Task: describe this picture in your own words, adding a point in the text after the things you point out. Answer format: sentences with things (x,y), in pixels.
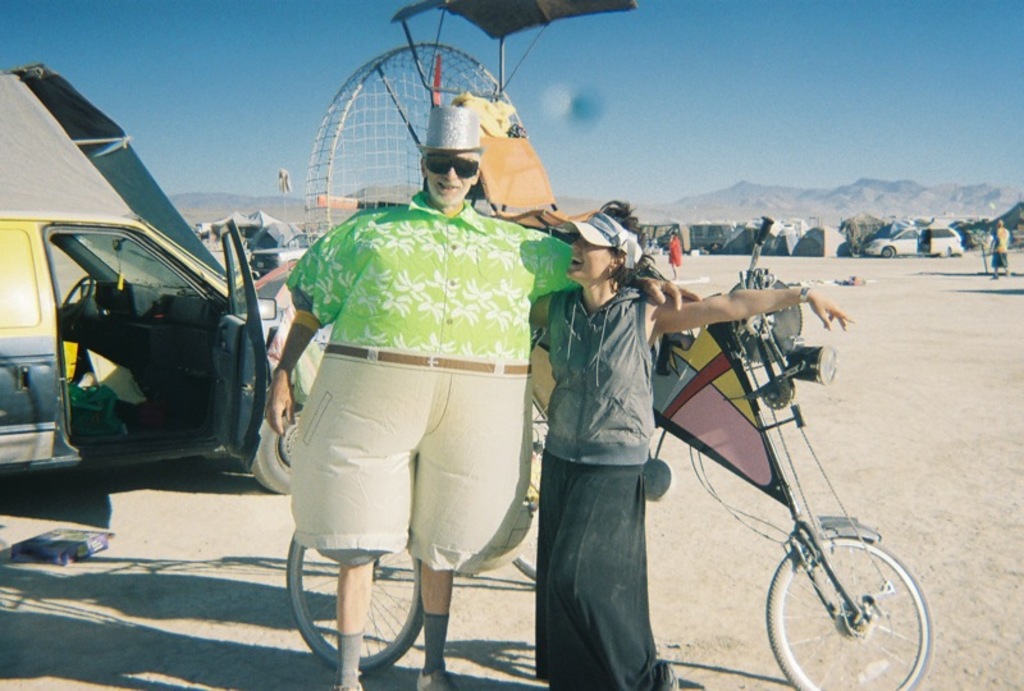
In the center of the image (651,399) there are two persons (496,256) standing. There is a bicycle (676,360). In the background of the image (931,212) there is a mountain (866,181). There is a car (277,475) at the left side of the image (37,352).
